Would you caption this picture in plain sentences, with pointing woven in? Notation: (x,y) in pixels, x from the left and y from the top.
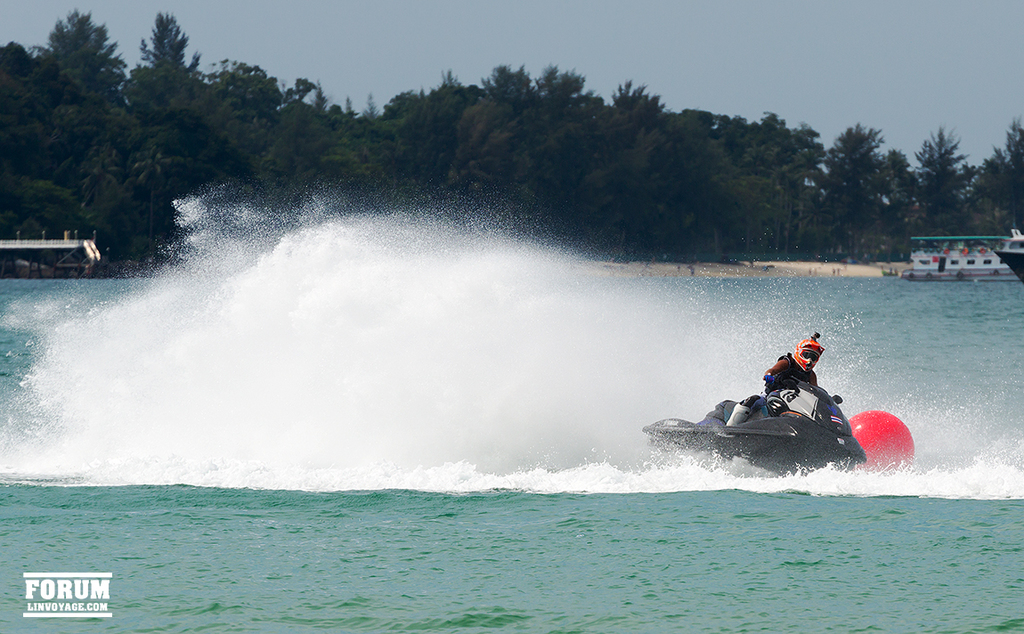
This image is taken outdoors. At the top of the image (306,36) there is the sky (805,36). In the background (857,231) there are many trees (498,183) with green leaves (157,161), stems (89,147) and branches (933,188). At the bottom of the image (530,582) there is a sea (402,541) with water (254,364). On the right side of the image (980,268) there are two boats (958,257) on the sea (982,296) and a man (803,362) is sitting on the speed boat (758,415) and riding on the sea (913,481) and there is a ball (889,440).
